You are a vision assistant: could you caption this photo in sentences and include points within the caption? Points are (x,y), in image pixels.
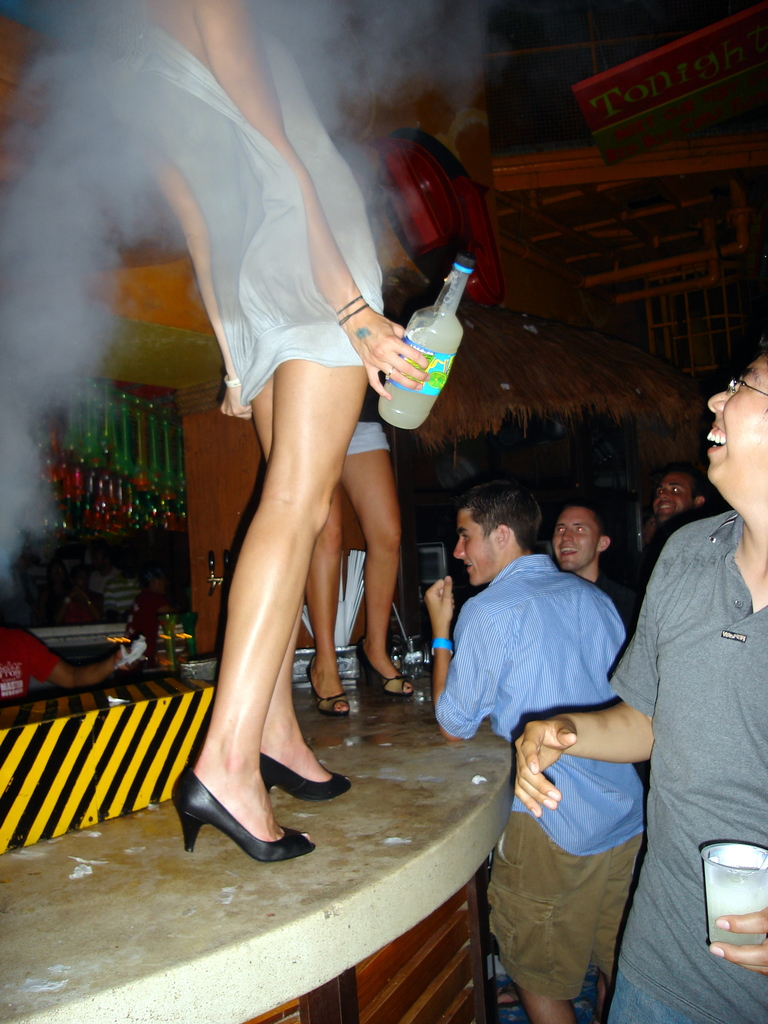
In this image, we can see two women (271,430) standing on the bar counter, on the right side (718,755), we can see some men (576,772) standing.
